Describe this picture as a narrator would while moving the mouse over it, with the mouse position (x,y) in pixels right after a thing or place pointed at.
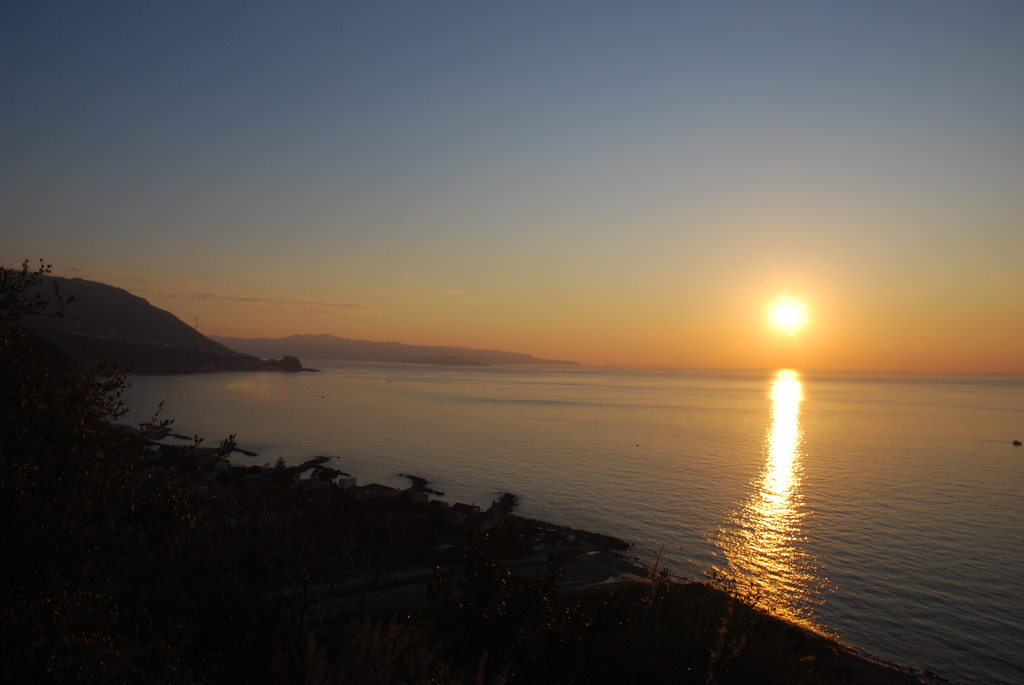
In the center of the image (454,419) there is water (449,414). At the bottom (124,544) there are trees (204,566). In the background (140,350) there are hills (360,351) and sky (447,148). We can see the sun (790,319).
